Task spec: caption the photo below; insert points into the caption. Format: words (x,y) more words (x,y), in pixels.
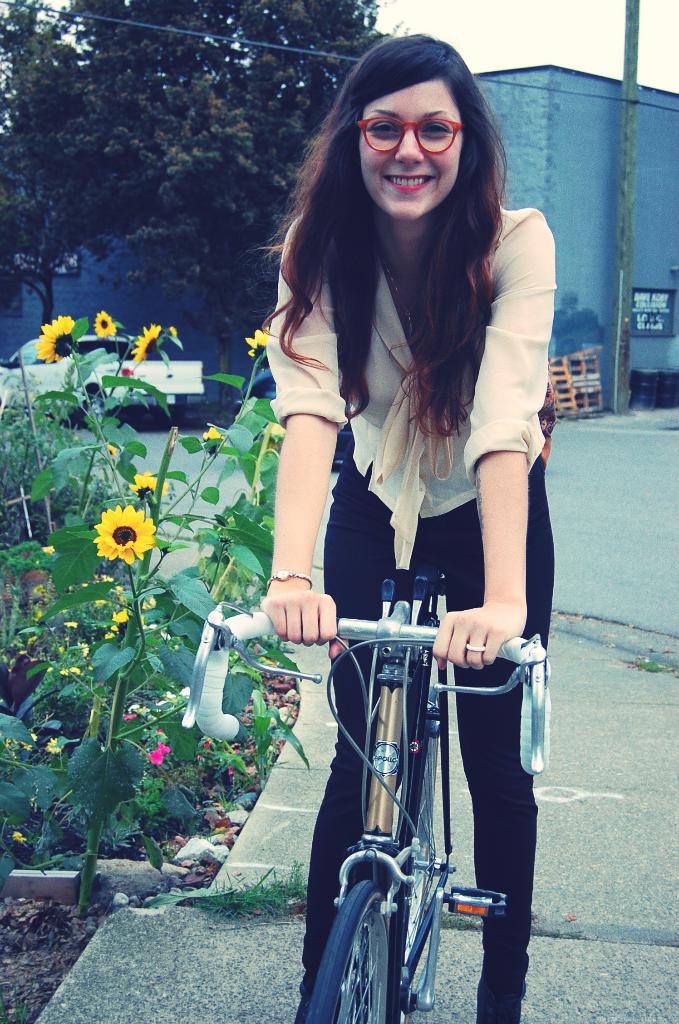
Here we can see a woman (341,265) is riding the bicycle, and she is smiling, and at back (221,83) here are the trees (200,77), and here is the vehicle (133,353).
